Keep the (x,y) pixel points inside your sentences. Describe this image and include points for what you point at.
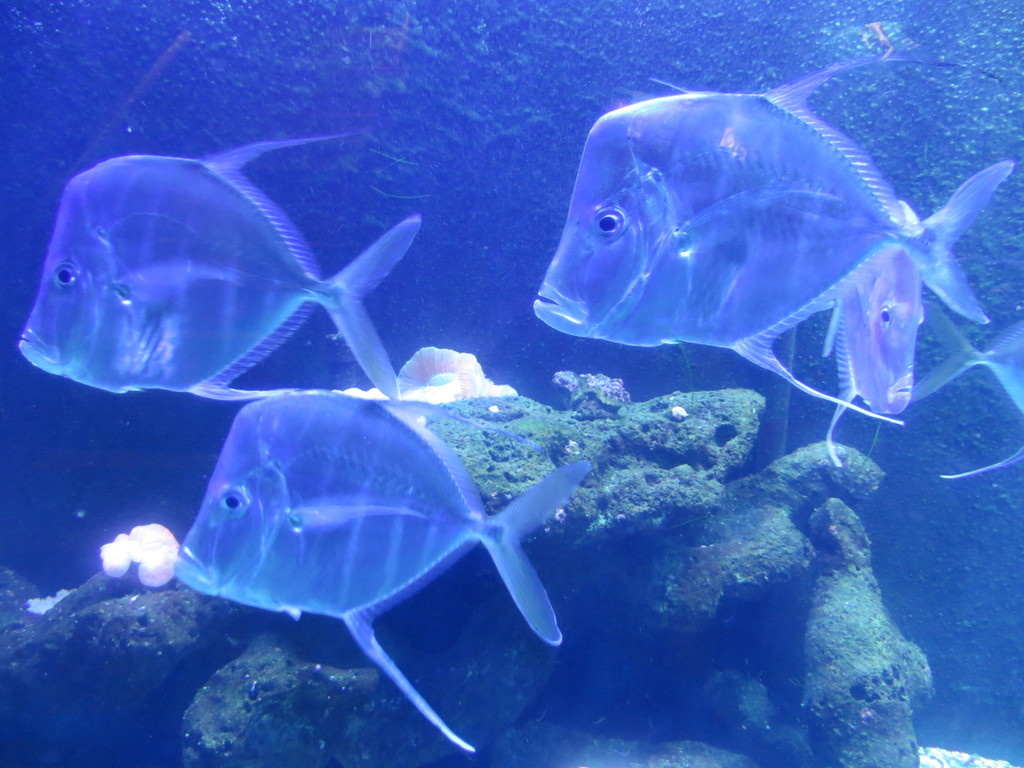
In this image I can see four fishes (279,588) in the water (958,412) and submarine species (302,662). This image is taken may be in the ocean (855,52).
